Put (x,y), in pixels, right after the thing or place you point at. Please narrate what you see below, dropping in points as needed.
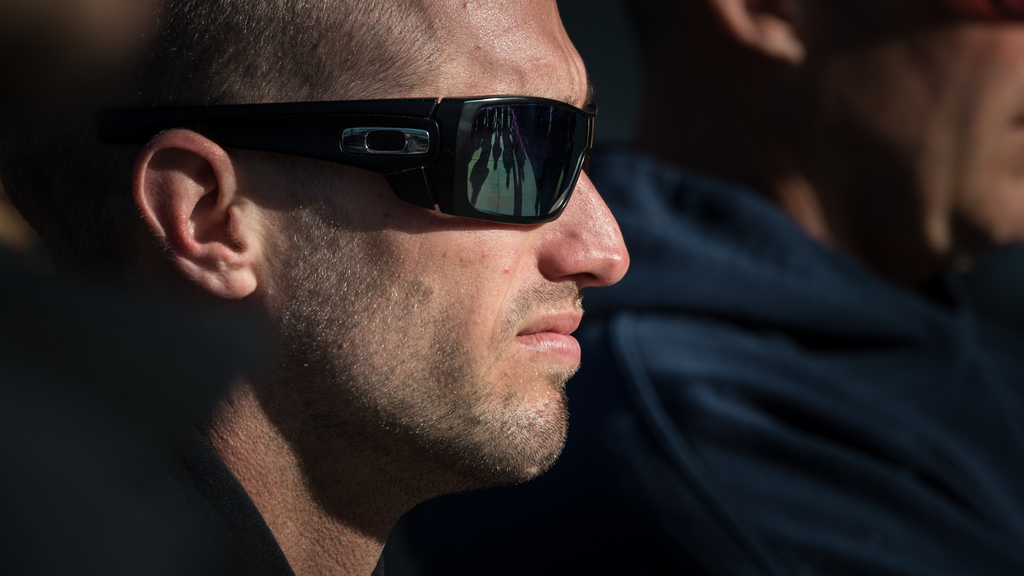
In this picture, there is a man (268,391) towards the left (325,408). He is wearing goggles (450,105) and black clothes (163,473). Towards the right (803,341), there is another man (830,270) in blue clothes (721,265).
